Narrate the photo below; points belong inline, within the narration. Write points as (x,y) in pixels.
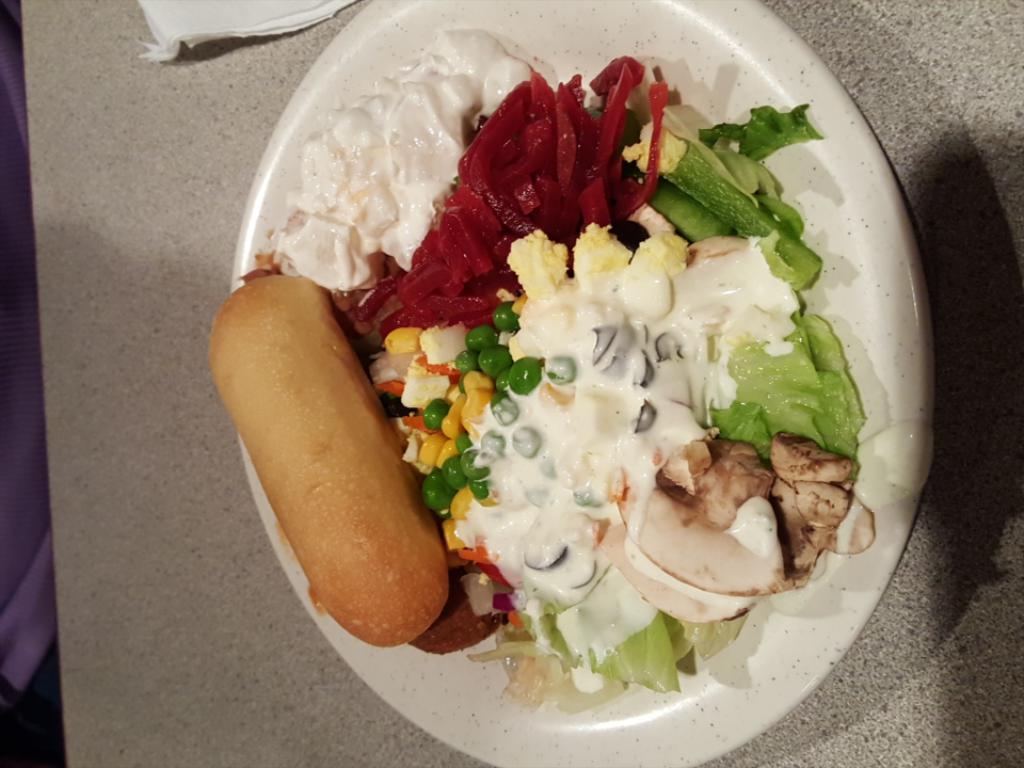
In this image there is so much food (630,411) served on bowl (701,38) and kept on table (338,27), beside that there is a tissue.
